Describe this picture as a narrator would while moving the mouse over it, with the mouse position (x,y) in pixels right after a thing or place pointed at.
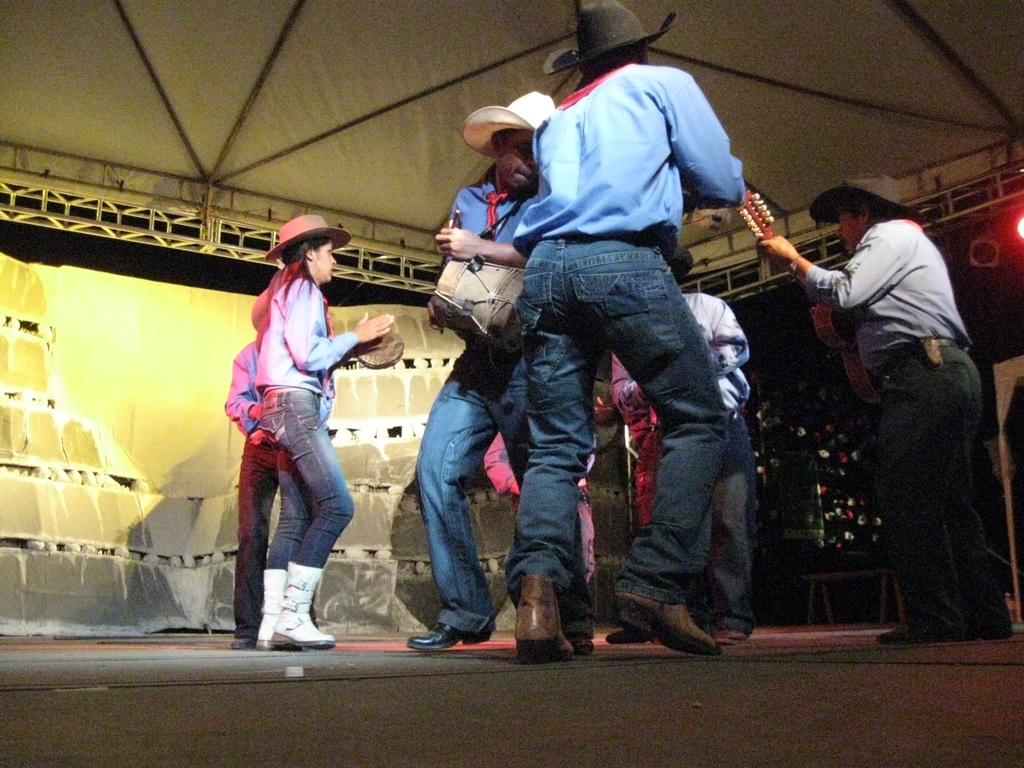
In the image there are people (578,336) in cowboy dress (608,293) and hat (882,208), boots (523,606) dancing on the stage (296,720) and there are lights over the ceiling (959,146).
